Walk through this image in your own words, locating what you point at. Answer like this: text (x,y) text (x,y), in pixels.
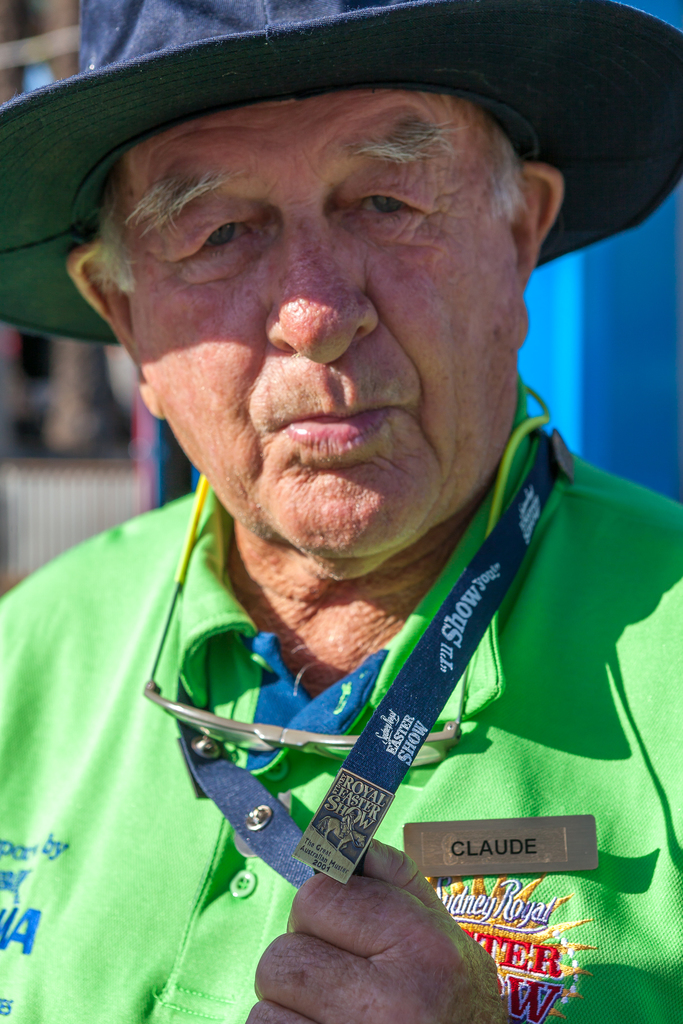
In this picture I can see there is a old man (585,756) standing and he is wearing a green shirt (641,605) and he is wearing a ID card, a hat (647,91), glasses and he has a badge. In the backdrop (586,260) there is a blue color object (594,331) and the backdrop (597,266) is blurred.
